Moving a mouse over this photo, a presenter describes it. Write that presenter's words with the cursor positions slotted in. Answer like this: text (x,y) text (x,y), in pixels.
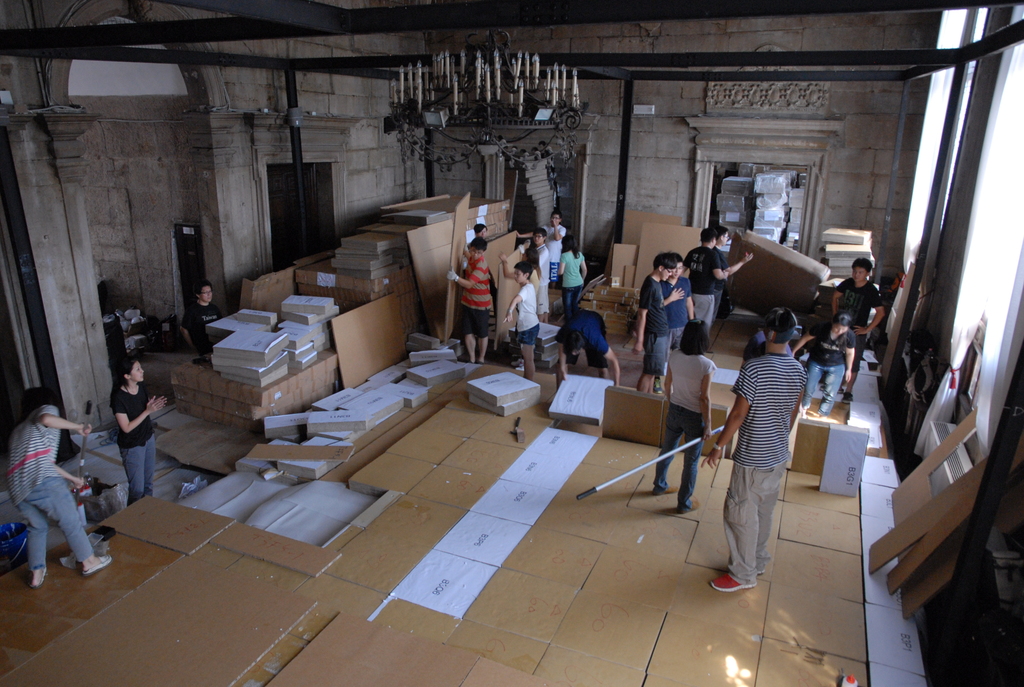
There are groups of people (132,393) standing. Among them few people (513,302) are holding the objects (765,289) in their hands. I think these are the wooden boards (458,487). This looks like a chandelier (477,132) with the candles (487,91), which is hanging to the roof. These are the iron bars (622,75). This looks like an arch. I can see the curtains (1013,235) hanging. This is the wall (64,243).
